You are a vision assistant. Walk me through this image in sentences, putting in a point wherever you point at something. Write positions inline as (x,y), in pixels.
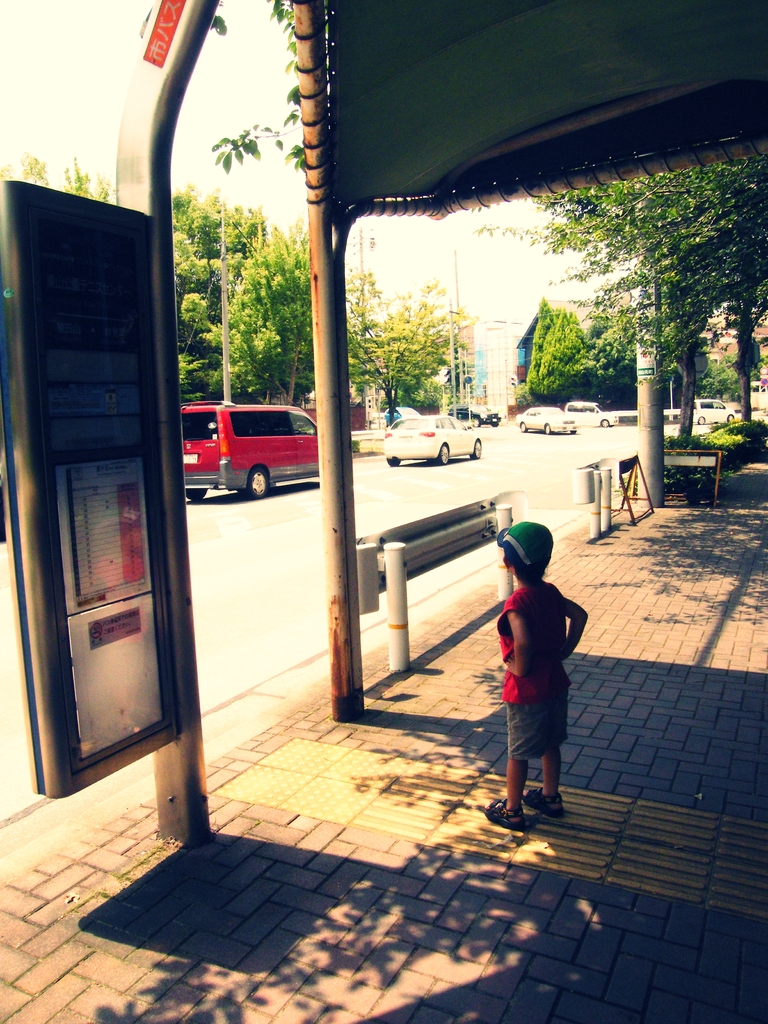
In this image we can see a kid (513,810) standing on the floor (459,684), motor vehicles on the road (292,507), trees (291,358), electric poles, electric cables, information boards (153,44), bushes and sky (280,57).
